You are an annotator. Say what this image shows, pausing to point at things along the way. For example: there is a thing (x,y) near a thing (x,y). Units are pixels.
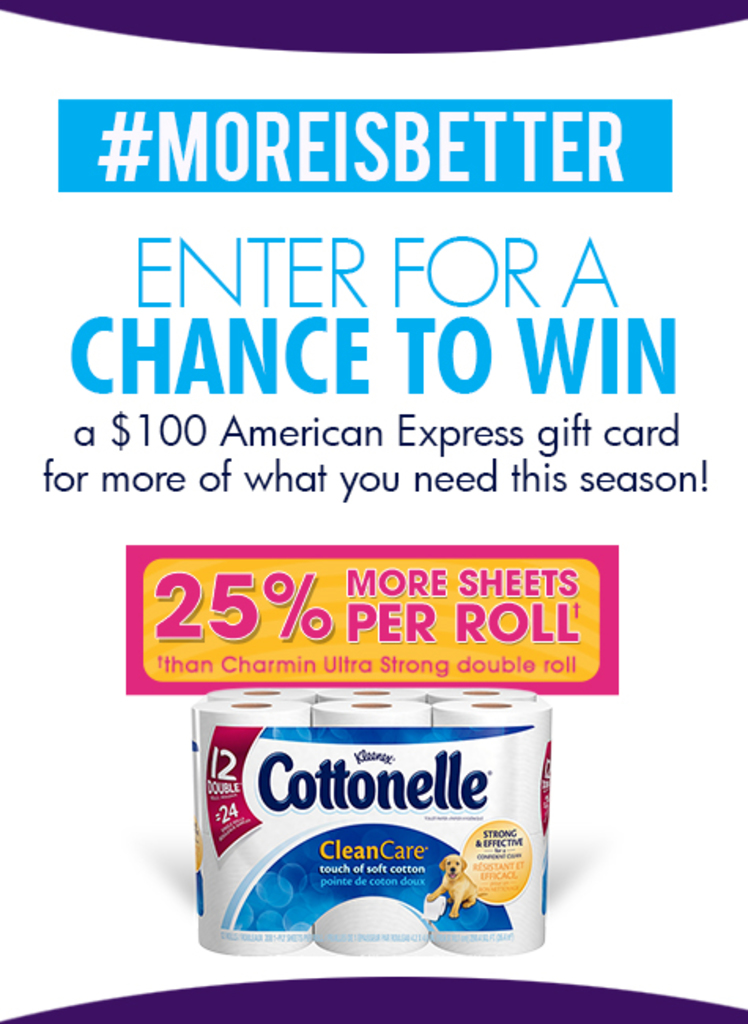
In this image there is a poster (458,545) with a picture (383,715) of toilet paper rolls (392,715) with some text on it.
